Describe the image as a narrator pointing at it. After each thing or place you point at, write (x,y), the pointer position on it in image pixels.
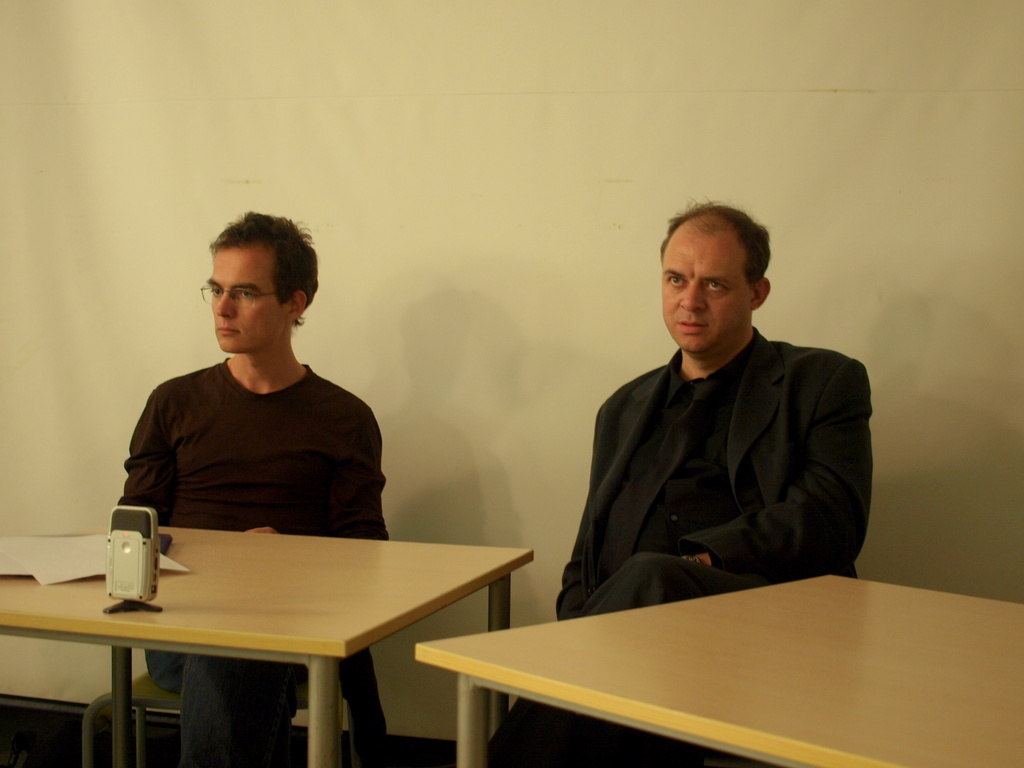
In this image I can see there are two people (724,535) sitting on the chair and on the left side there is a voice recorder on the table (138,621).
